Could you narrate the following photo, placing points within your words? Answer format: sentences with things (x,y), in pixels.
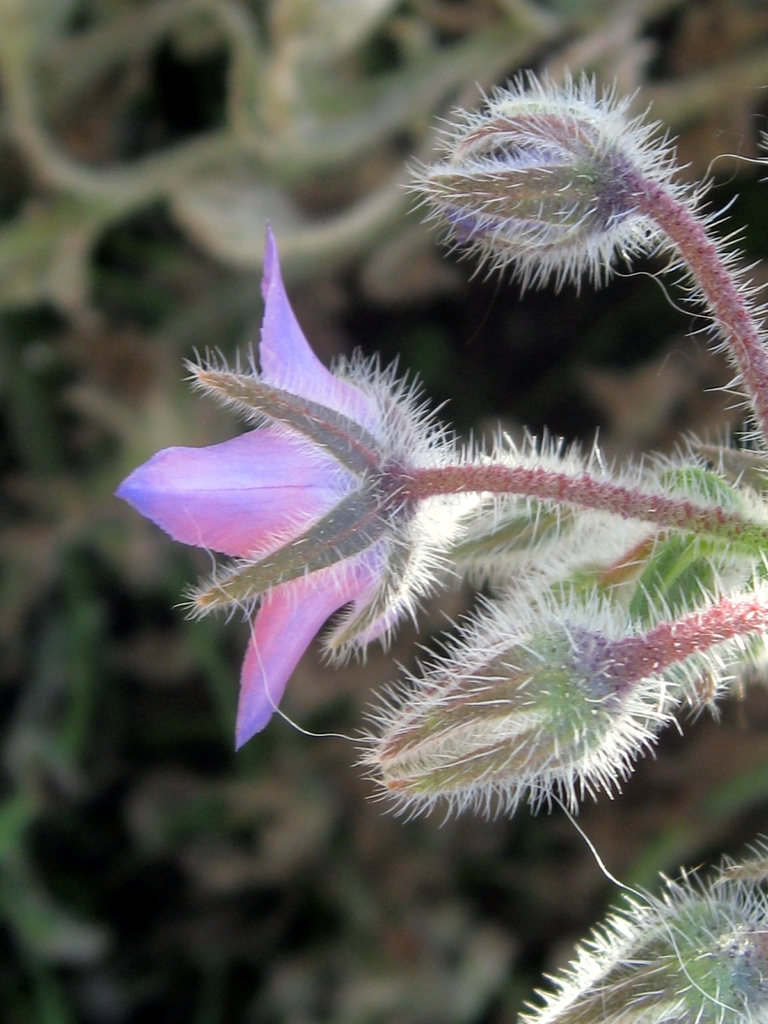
In the picture I can see a flower (361,474) of a plant (513,601) and the background of the image (288,20) is blurred.
